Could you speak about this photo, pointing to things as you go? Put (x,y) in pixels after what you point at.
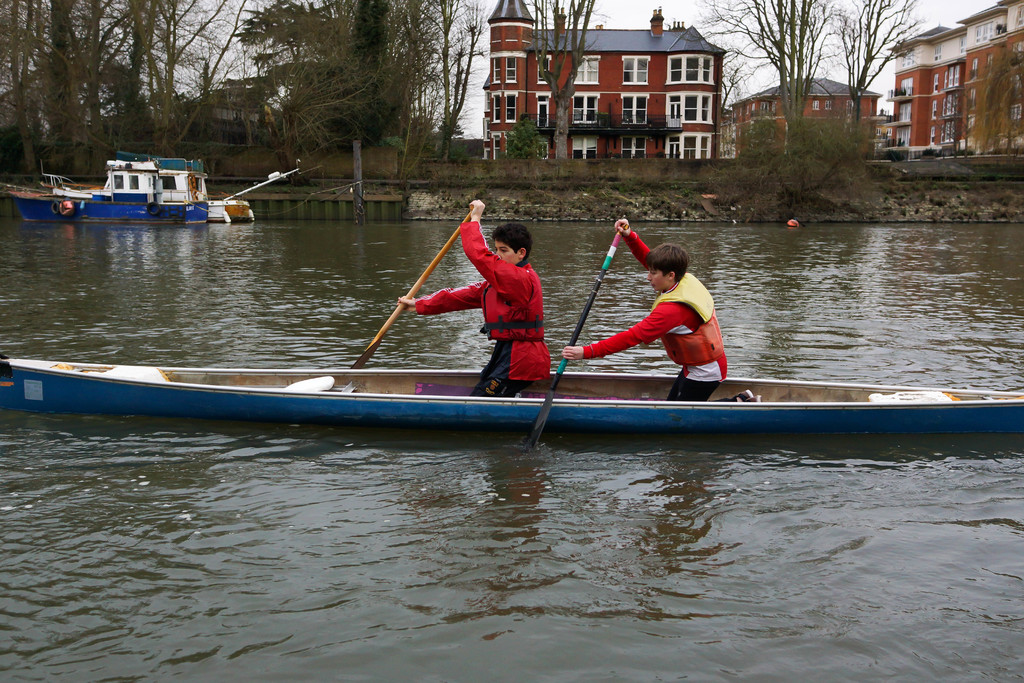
In this picture I can see there are two kids (505,290) in a boat (53,408), they are holding the oars (425,278) and in the backdrop (78,174), there are trees (356,107), buildings (591,108) with windows (688,107) and the sky (477,100) is cloudy.
